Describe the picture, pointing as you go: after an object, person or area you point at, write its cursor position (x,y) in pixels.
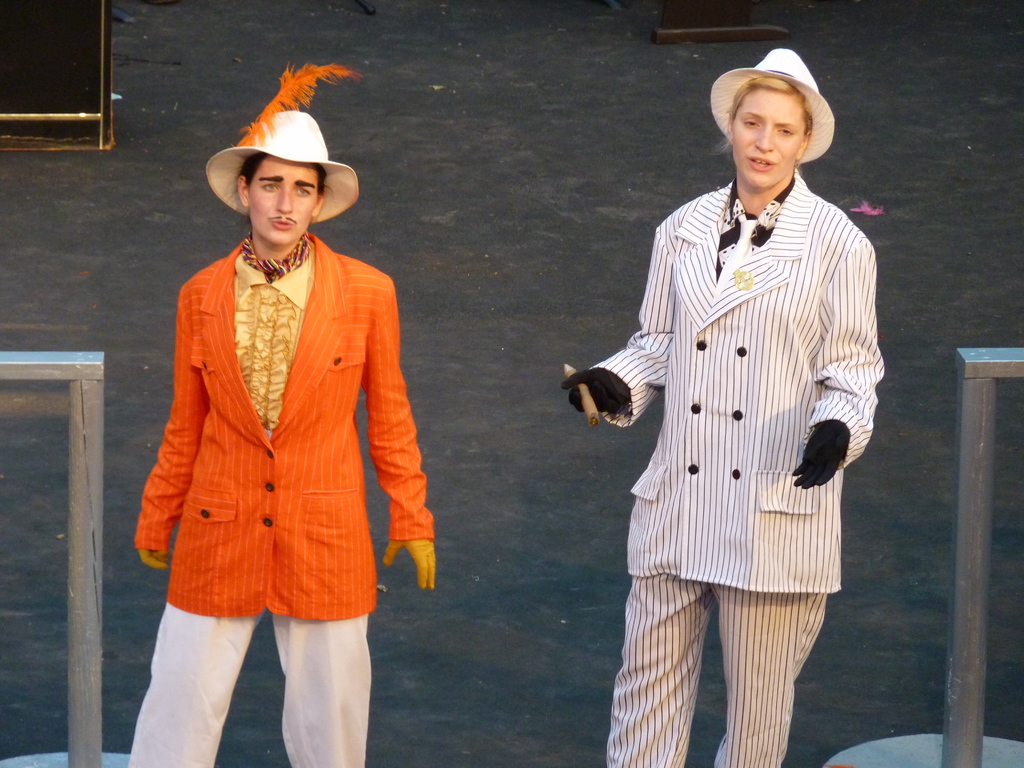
In this picture we can see two people (175,452) wearing a costume (346,656). We can see two stands (87,630) on the right (971,415) and left side of the image (78,614). There are other objects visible in the background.
